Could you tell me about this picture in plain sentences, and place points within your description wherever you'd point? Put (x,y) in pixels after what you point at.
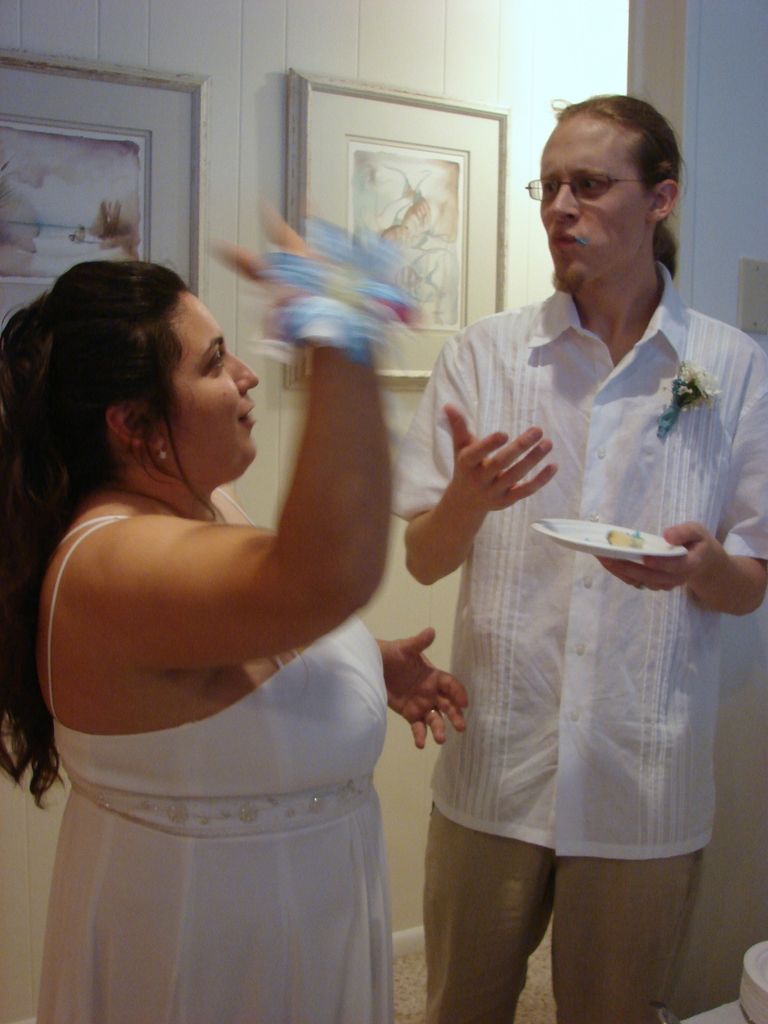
In this image we can see a man (512,937) and a woman (190,715) standing on the floor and one of them is holding a serving plate (589,534) in the hands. In the background (315,160) there are wall hangings (185,180) to the wall (239,170).
